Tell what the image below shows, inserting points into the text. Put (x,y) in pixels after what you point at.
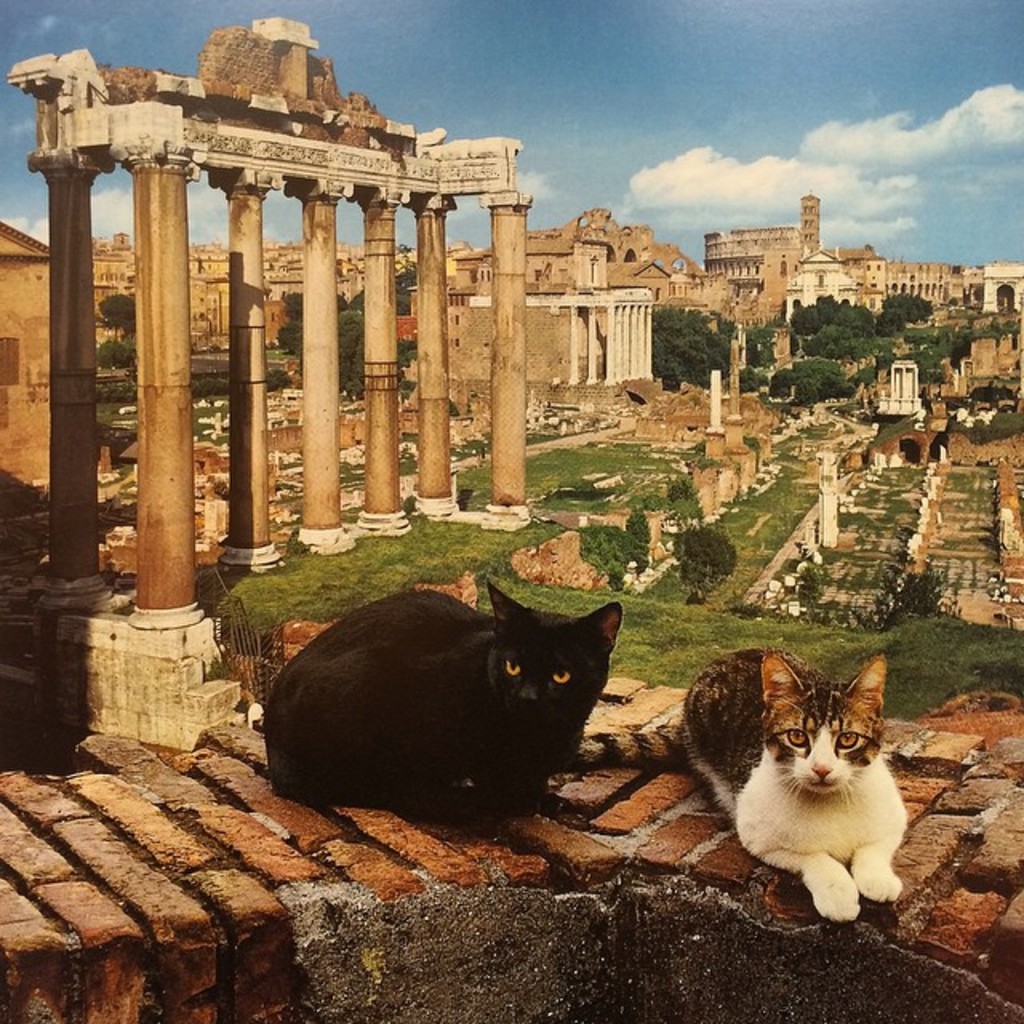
In the background (752,112) we can see the sky (782,62). In this picture we can see the pillars (78,385), castles (556,364), trees (1009,326) and grass (626,482). At the bottom portion of the picture (933,801) we can see cats (374,702) on the wall (929,893).
